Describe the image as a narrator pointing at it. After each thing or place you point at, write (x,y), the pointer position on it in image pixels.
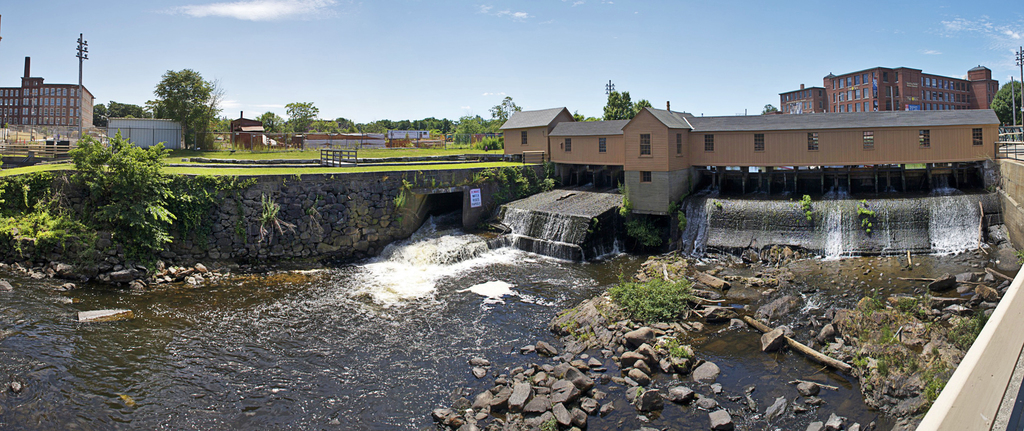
In this picture there is water (469,237) and pebbles (636,275) at the bottom side of the image (616,308) and there are houses (864,102) and trees (301,126) at the top side of the image (651,129) and there are pole (1013,106) at the top side of the image (608,83).
